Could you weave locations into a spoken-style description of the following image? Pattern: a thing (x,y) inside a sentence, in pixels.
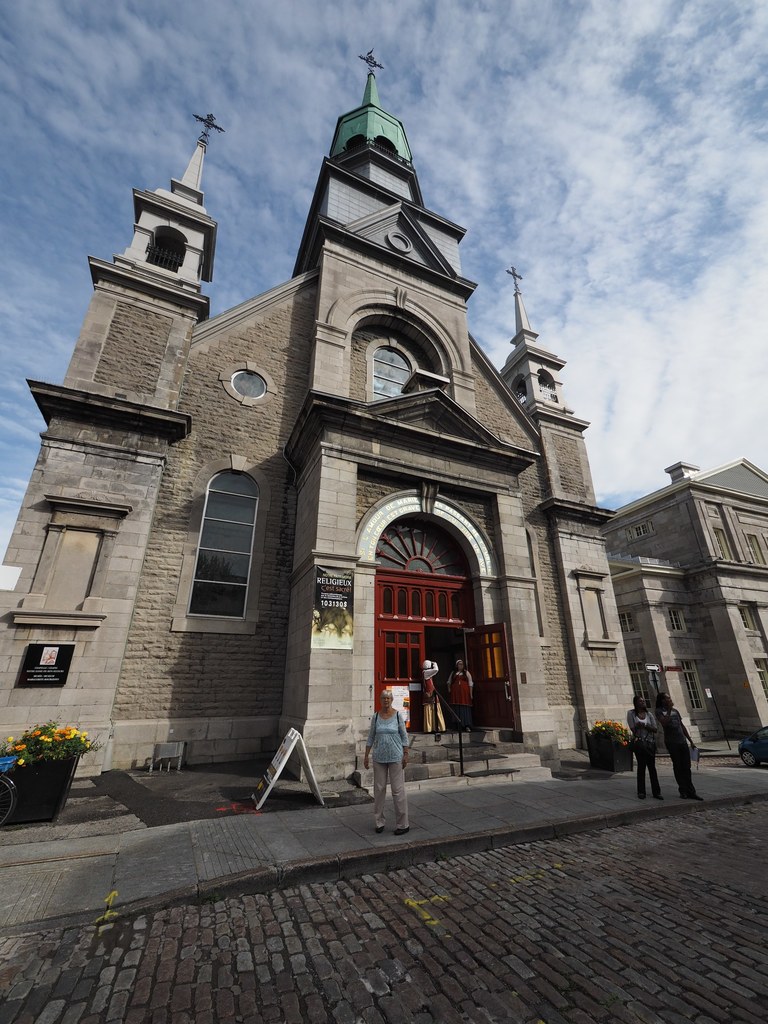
In the center of the image (371,513) we can see buildings (458,657). At the bottom of the image (54,743) we can see plants (38,740), flowers (44,742), board (281,763), persons (649,722) and road (533,997). In the background (591,263) we can see sky (387,103) and clouds (361,91).
